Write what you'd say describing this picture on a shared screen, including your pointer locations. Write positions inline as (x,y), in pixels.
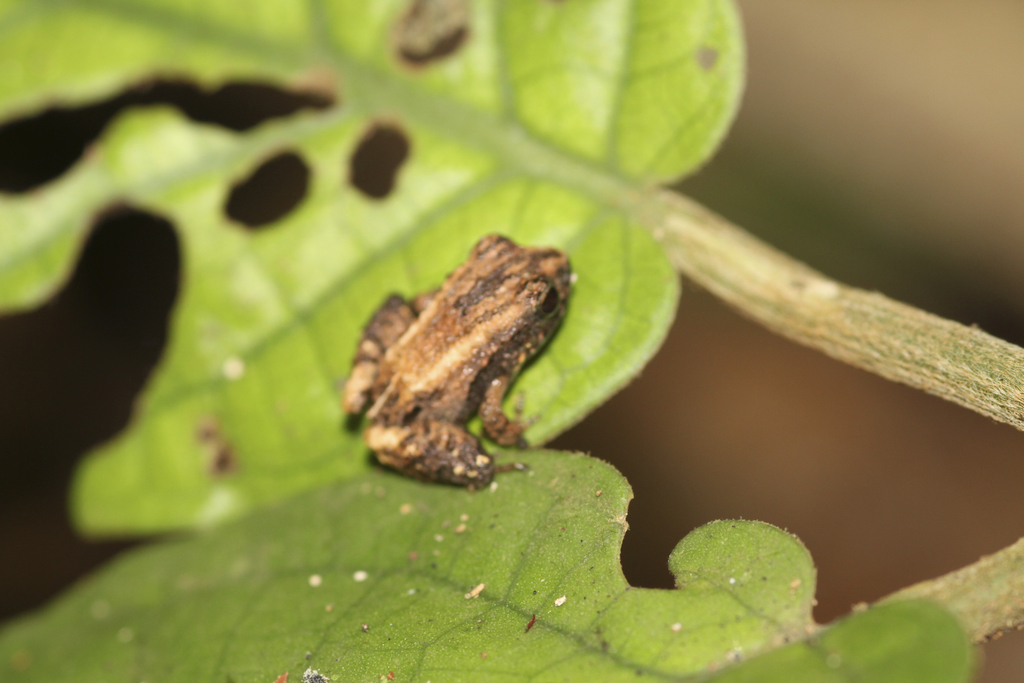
In this image, we can see a frog (444,416) on the leaves (186,426). Here we can see leaves (579,341) and stems (932,333). Background (987,522) there is a blur view.
